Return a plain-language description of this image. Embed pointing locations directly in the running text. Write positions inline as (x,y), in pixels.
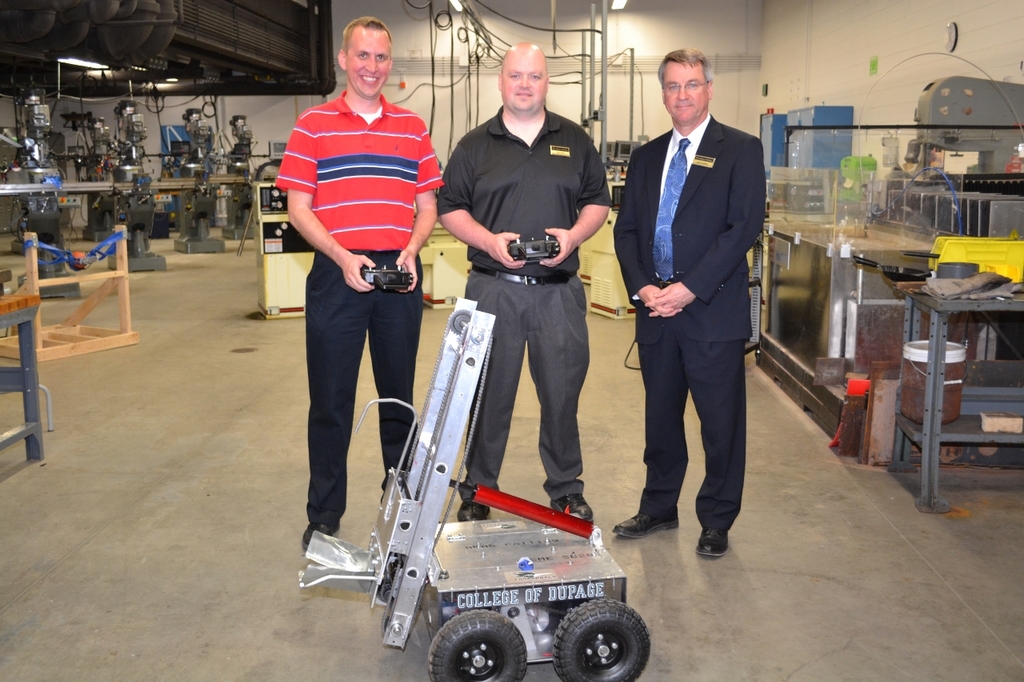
In the center of the image (408,373) we can see people (560,349) standing and holding remotes (383,283). At the bottom (579,672) there is a trolley (497,640). In the background (770,364) we can see tables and some equipment (125,103). At the top (463,9) there are lights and we can see wires (89,98). There is a wall (725,59).
